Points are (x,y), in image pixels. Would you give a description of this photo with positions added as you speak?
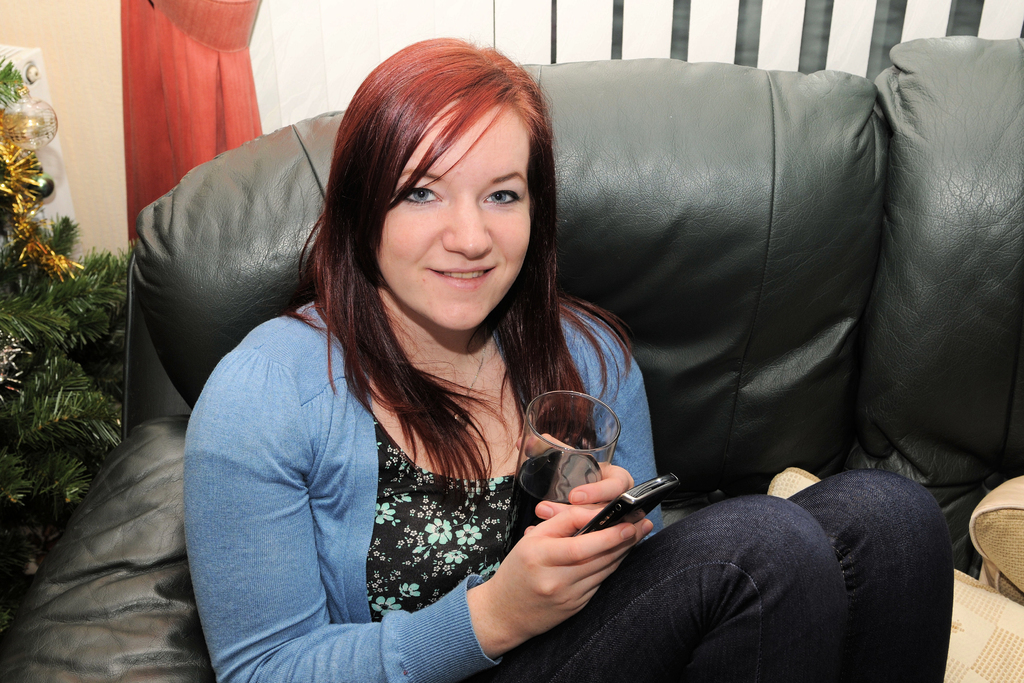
In this image there is a person (475,331) sitting on the couch (944,217), person (450,267) is holding an object (569,476), there is an object (1009,512) truncated towards the right of the image (992,645), there is a Christmas tree (72,326) truncated towards the left of the image (41,293), there is the wall (81,103), there is a curtain (181,56) truncated towards the top of the image (198,65).
